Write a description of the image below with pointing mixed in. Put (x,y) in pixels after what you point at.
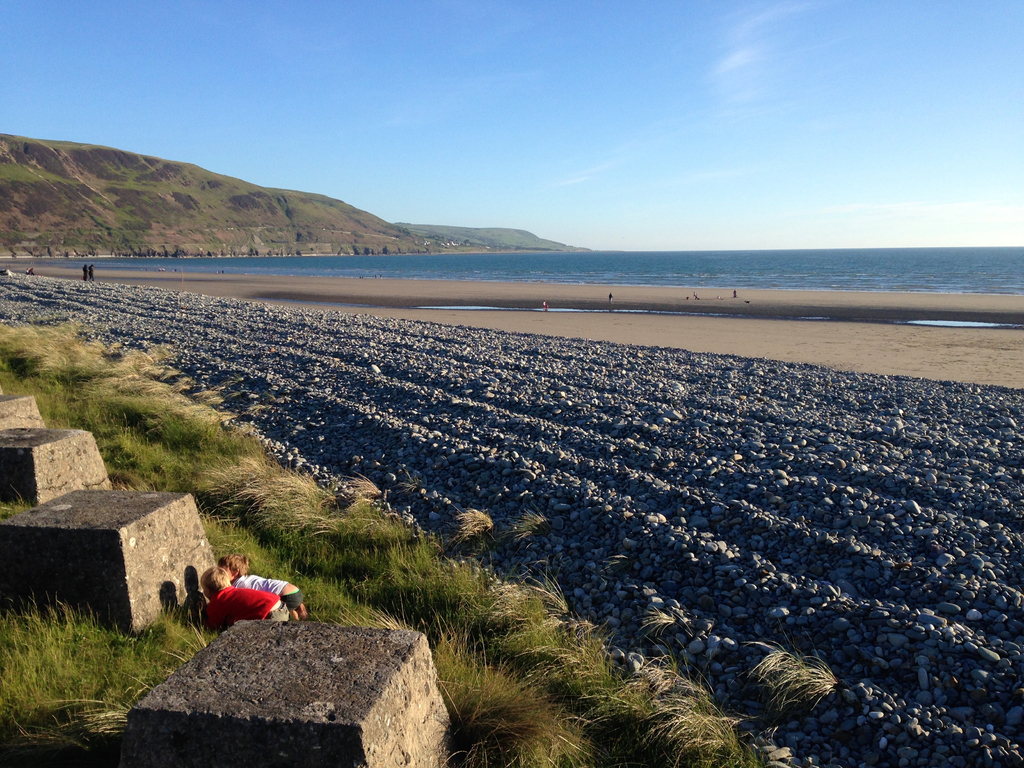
In this image we can see a group of stones (482,404). On the left side (216,553), we can see two persons (232,572), rocks (237,708) and the grass (250,509). Behind the stones (144,311) we can see persons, mountains (437,231) and the water (517,261). At the top (641,171) we can see the sky (527,163).
